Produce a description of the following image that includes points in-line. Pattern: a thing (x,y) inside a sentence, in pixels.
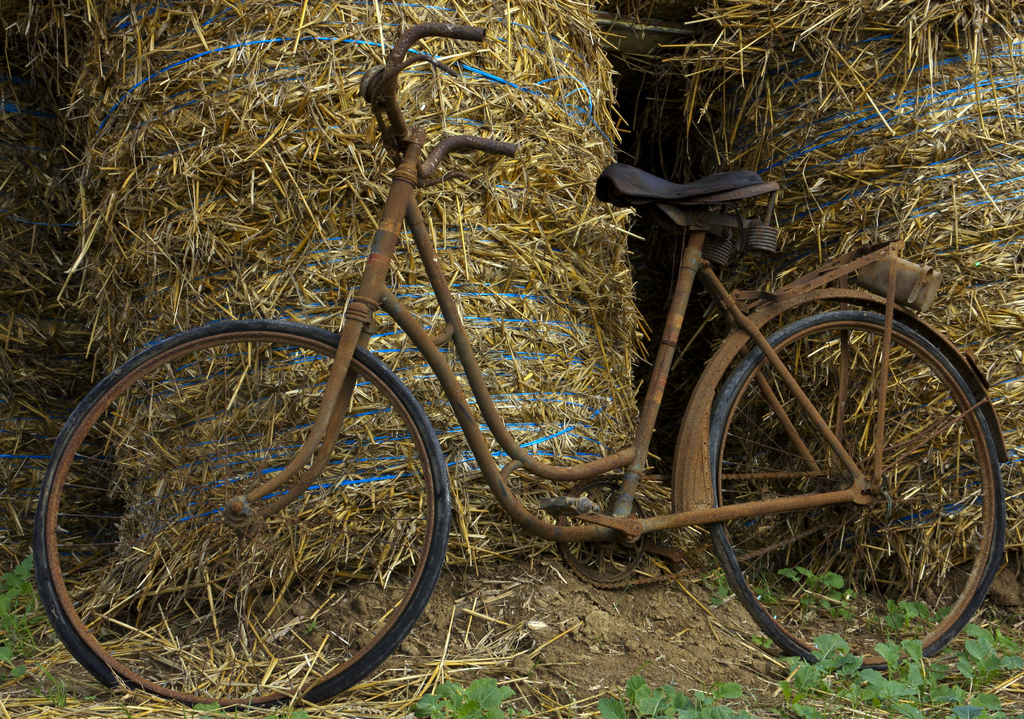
In the foreground of this image (702,467), there is an old cycle (729,461) leaning to the hay bales (514,69). On the bottom (469,695), there are small plants (451,693).
